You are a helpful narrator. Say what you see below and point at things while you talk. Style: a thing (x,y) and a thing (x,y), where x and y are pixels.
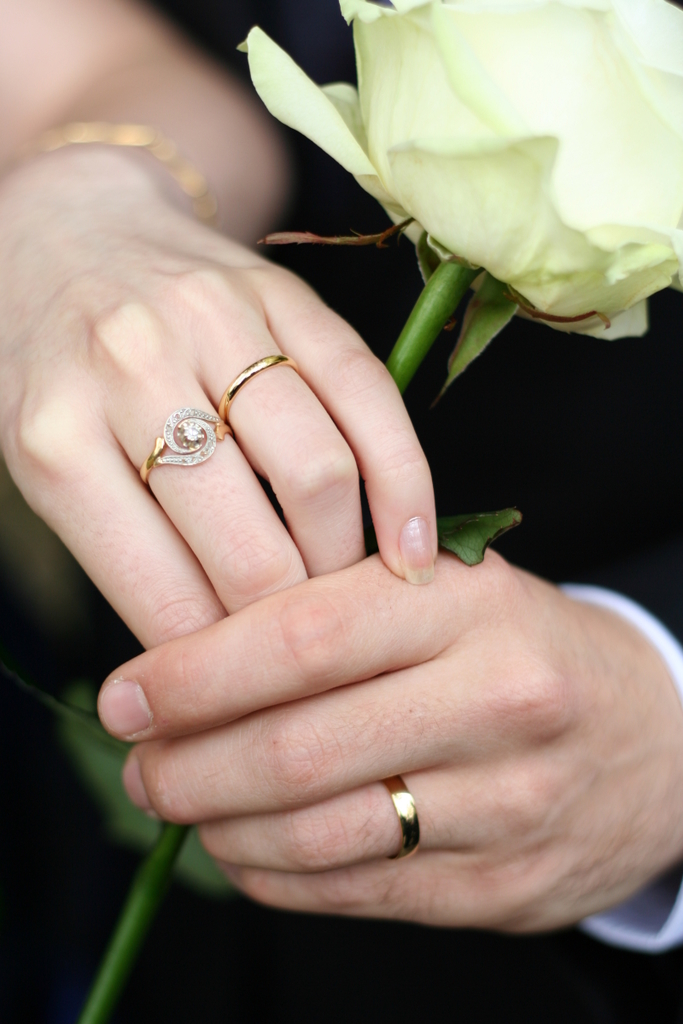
In this image I can see two hands (251,601). There are three rings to the fingers (358,750). I can see a flower (518,86).
